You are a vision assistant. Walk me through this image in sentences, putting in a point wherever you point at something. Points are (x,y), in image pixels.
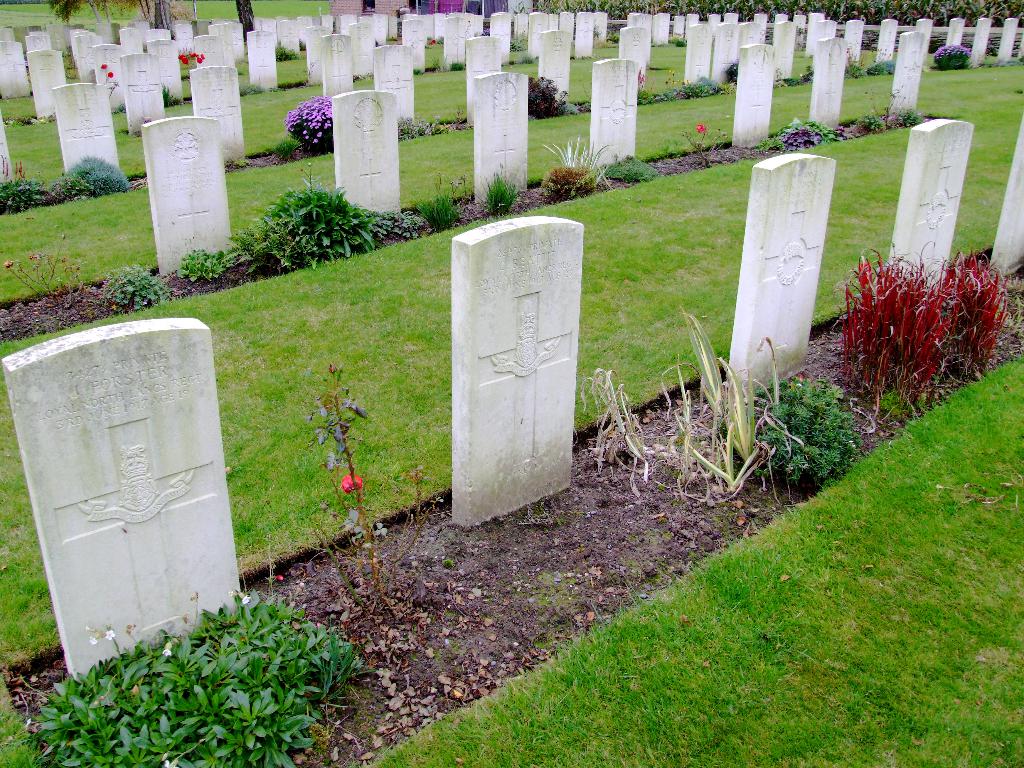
We can see graveyard (175,407) and there are plants (297,248) with flowers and grass (625,342) on the ground (681,513). At the top (936,32) there are plants (692,5) and other objects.
